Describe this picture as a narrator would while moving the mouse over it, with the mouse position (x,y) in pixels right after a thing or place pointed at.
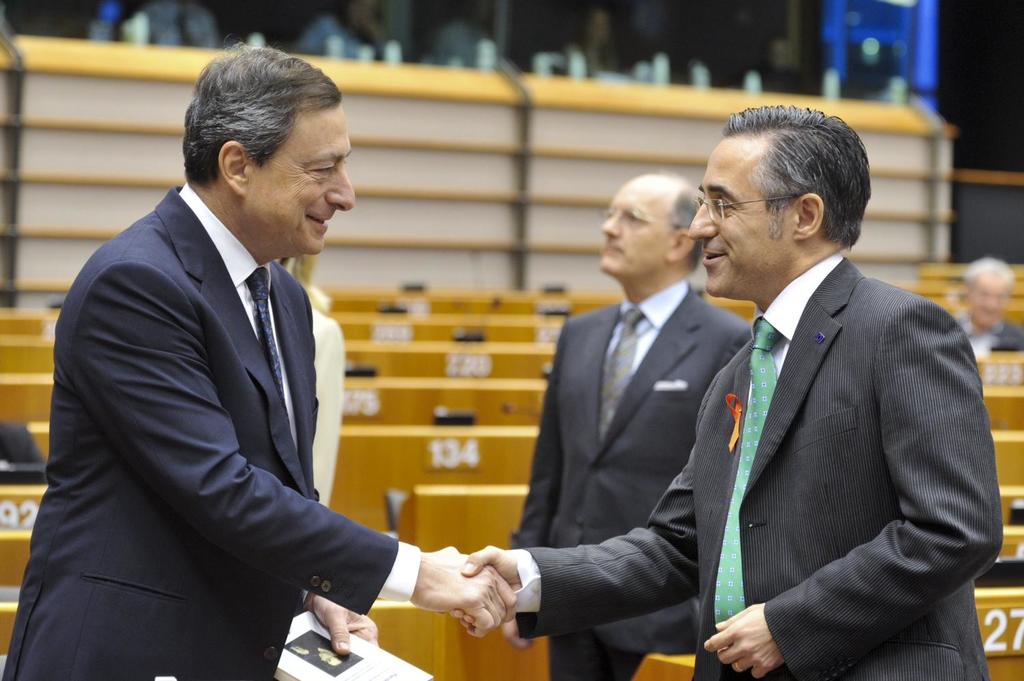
In the image we can see there are men (973,386) standing and they are wearing formal suits (357,603). There is a man (311,479) holding book (308,631) in his hand (333,645) and there are men (368,577) shaking hands (510,581). They are looking at each other and behind there is a person (979,309) sitting on the bench (1016,382). Behind there are benches (1001,420) and background of the image (1014,81) is little blurred.
